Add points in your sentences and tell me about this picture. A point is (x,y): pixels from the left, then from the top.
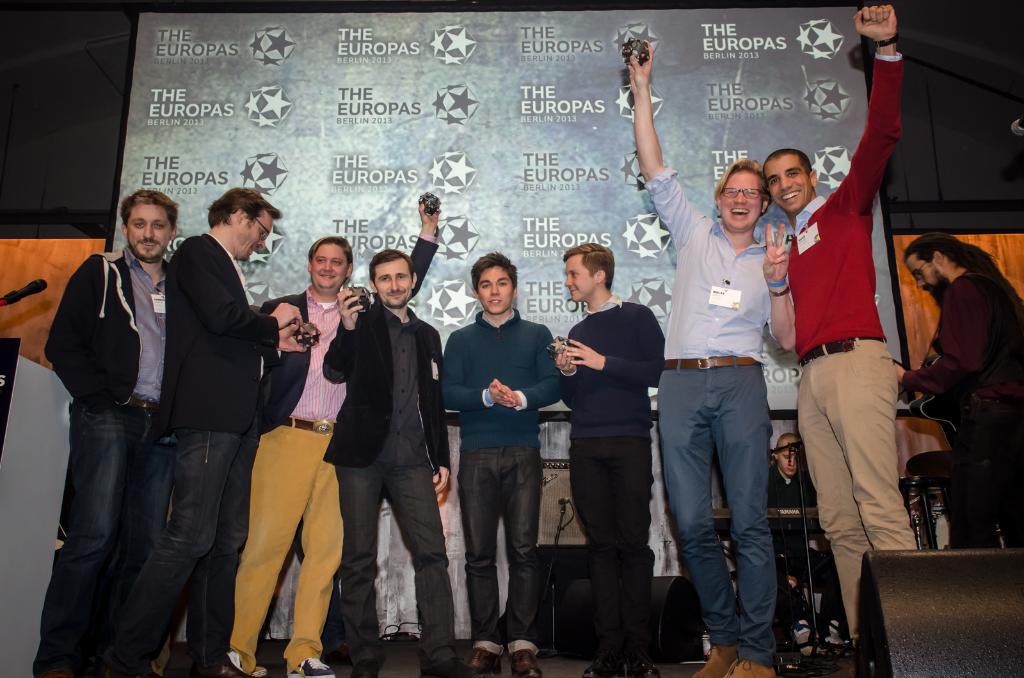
In this image I can see a group of people (647,409) are standing and they are holding something. I can see a podium (12,538), mic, musical instruments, boards (52,257), screen (681,75) and few objects (904,577).
